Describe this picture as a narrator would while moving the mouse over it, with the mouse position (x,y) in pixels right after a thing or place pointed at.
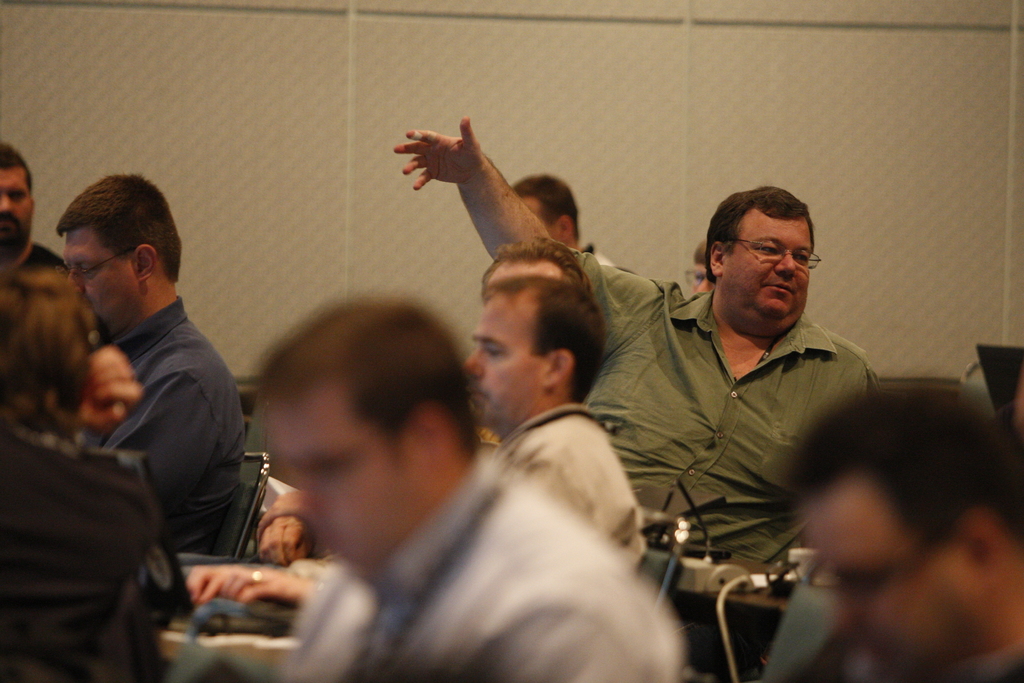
In the image there are few men (610,526) sitting on chairs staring in the front (369,632) and in the back (331,165) there is wall (408,95).
